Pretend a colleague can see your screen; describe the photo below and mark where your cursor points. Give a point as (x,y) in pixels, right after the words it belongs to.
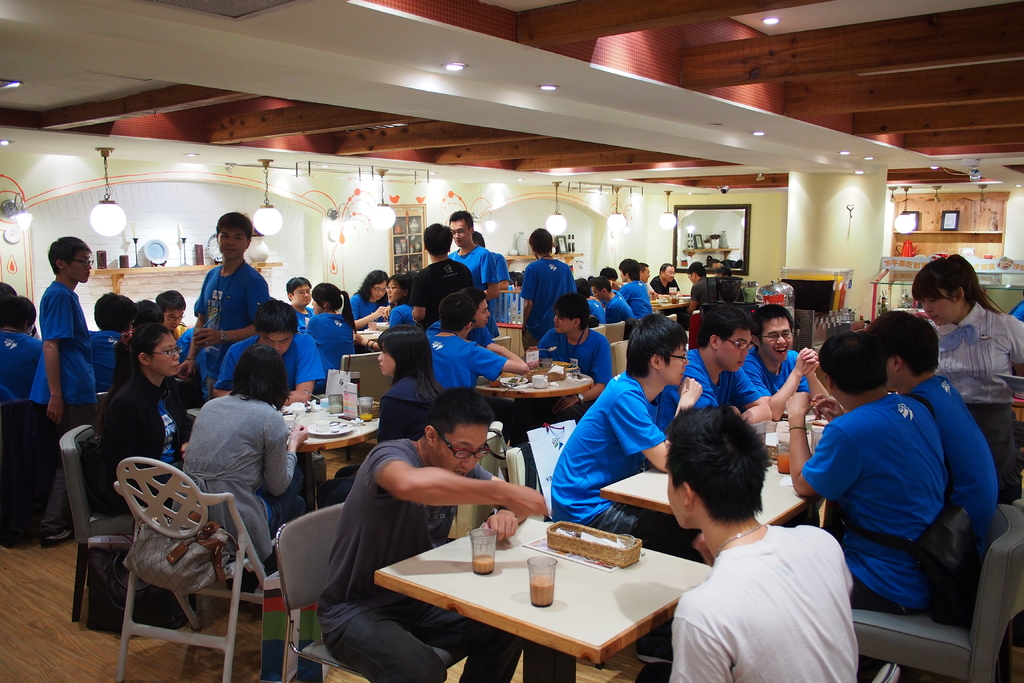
There are many people (467,315) sitting and standing. They are wearing blue t shirt (591,353). There are many tables (543,552) over there. Chairs (961,630) are there. On the table (570,565) there are glasses (544,589), box (584,550), plates (311,422), and many other items (326,396). There are lights bulbs (256,219). In the background (202,243), there are walls (152,275), photo frame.
